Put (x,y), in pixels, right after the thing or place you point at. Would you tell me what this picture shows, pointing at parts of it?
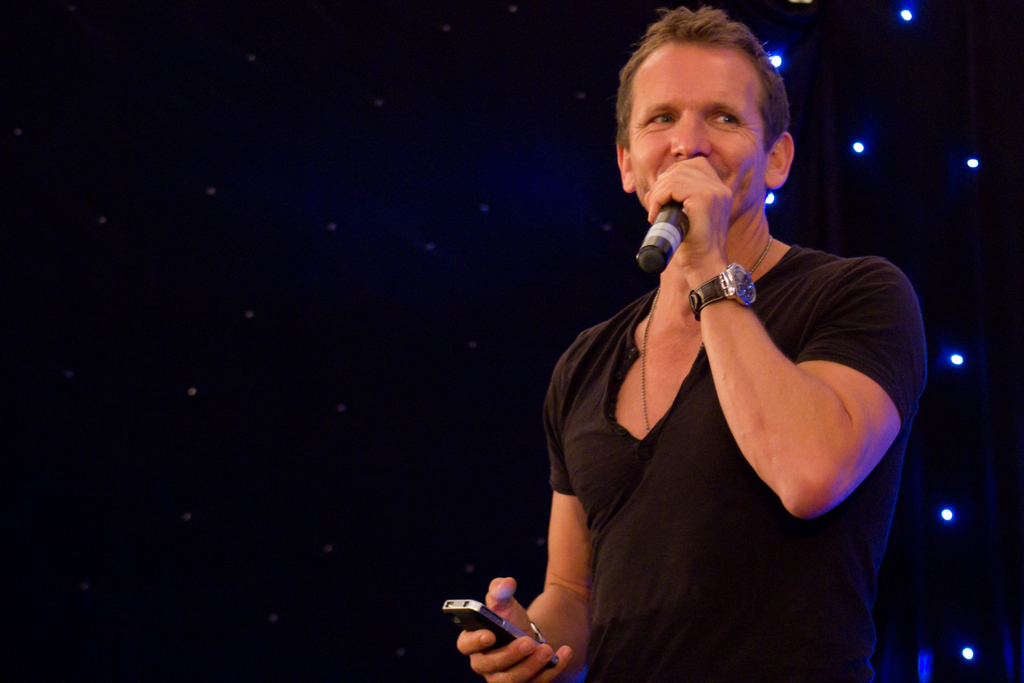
This image consists of a man (620,528) wearing a black T-shirt (660,479) is talking in a mic (657,264) and holding a mobile (500,635). In the background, we can see small lights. And the background (314,436) is too dark.
